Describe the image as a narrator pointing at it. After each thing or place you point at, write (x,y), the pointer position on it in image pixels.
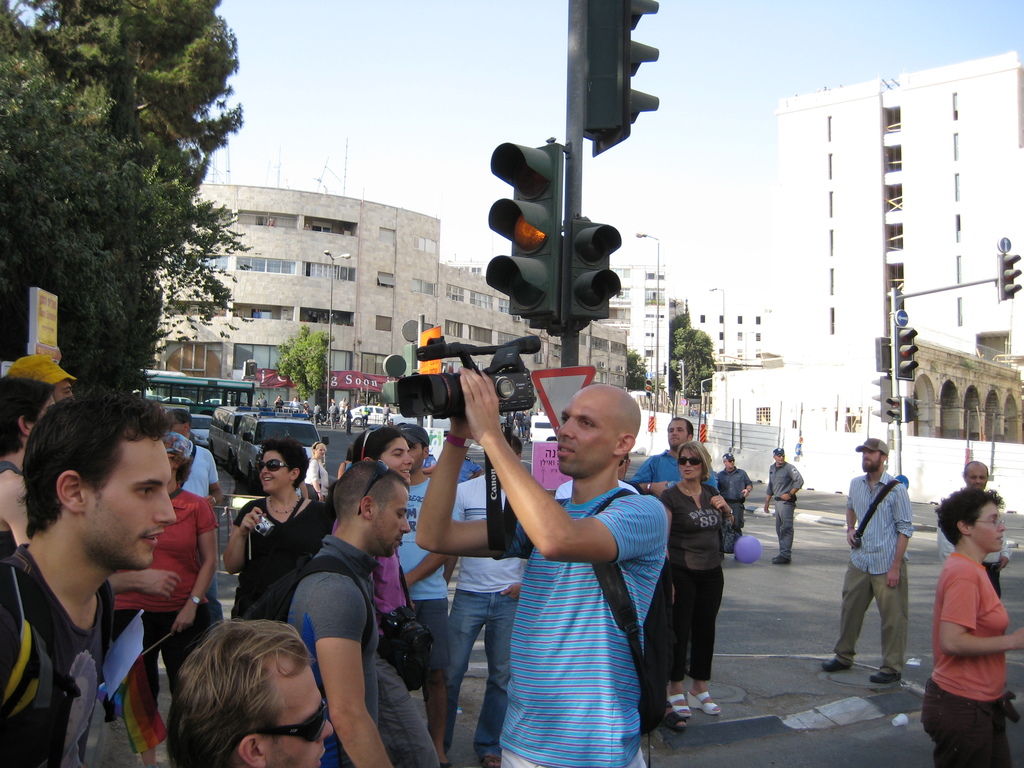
In the image we can see there are lot of people (475,637) standing on the road (762,614) and a man (595,761) is holding video camera (533,349) in his hand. There are traffic signal lights (585,317) and there are buildings (925,232) and trees (55,177). There is clear sky (504,60) on the top (804,36).
